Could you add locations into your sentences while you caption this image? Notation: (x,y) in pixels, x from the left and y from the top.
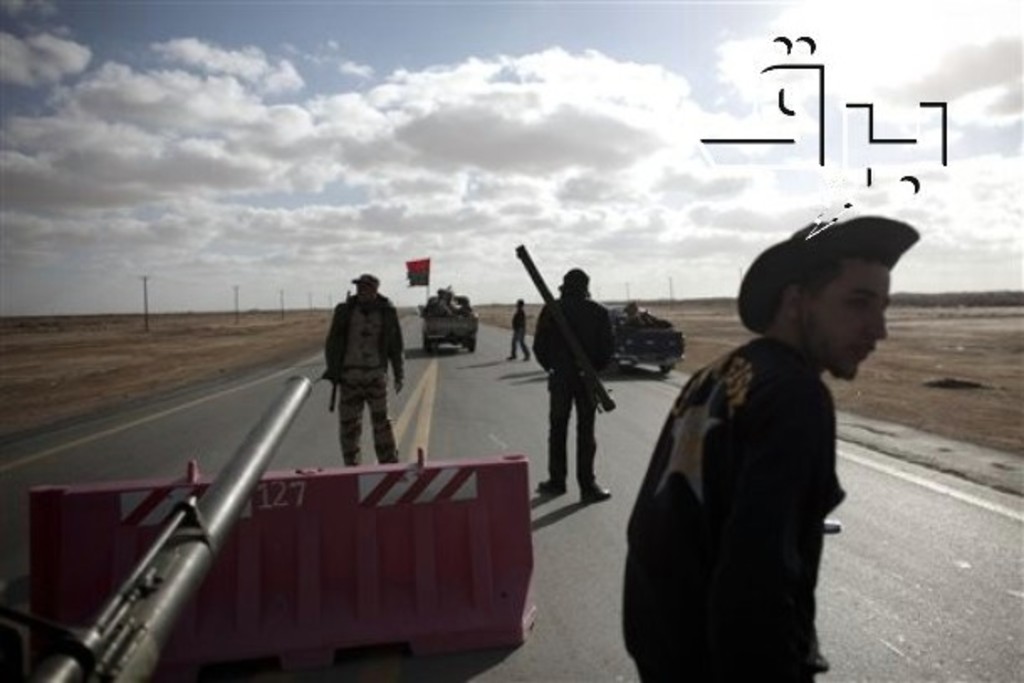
In the middle of the image (373,386) few people (768,586) are standing on the road (287,378). Behind them there are some vehicles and poles (146,308). At the top of the image (997,99) there are some clouds (860,214) and sky (300,249).
